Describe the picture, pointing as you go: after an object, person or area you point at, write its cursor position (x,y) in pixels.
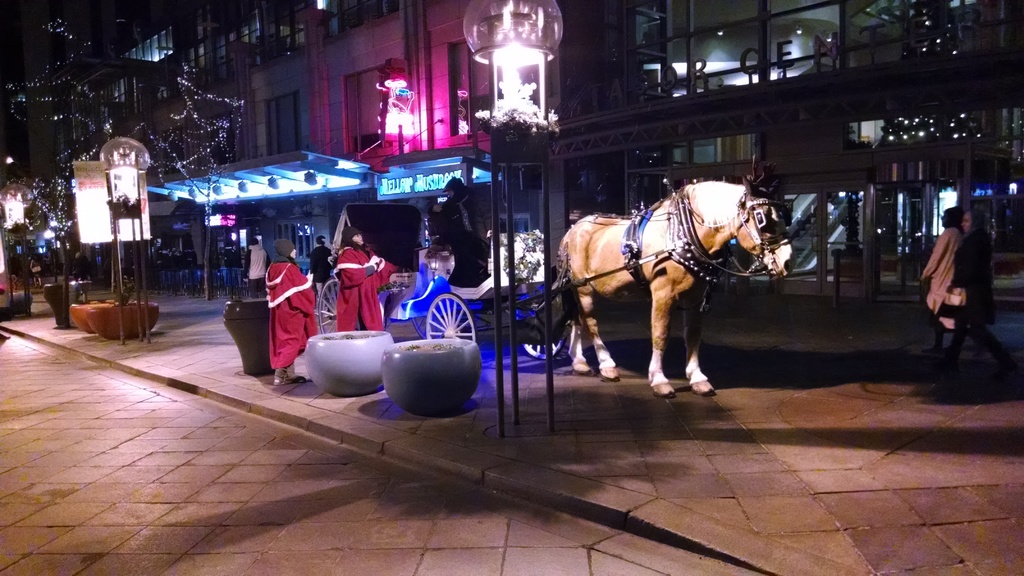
This picture describe about the white color horse chariot (560,335) on the footpath (478,420) and two girls (359,292) wearing red color gown (304,290) standing near the chariot (456,337). Behind we can see hotel (644,198). In front (514,153) we can see decorative lamppost (520,142) and two white color pots (416,385). In the background (42,95) we can see decorative light (182,173) on the dry tree (86,132).
